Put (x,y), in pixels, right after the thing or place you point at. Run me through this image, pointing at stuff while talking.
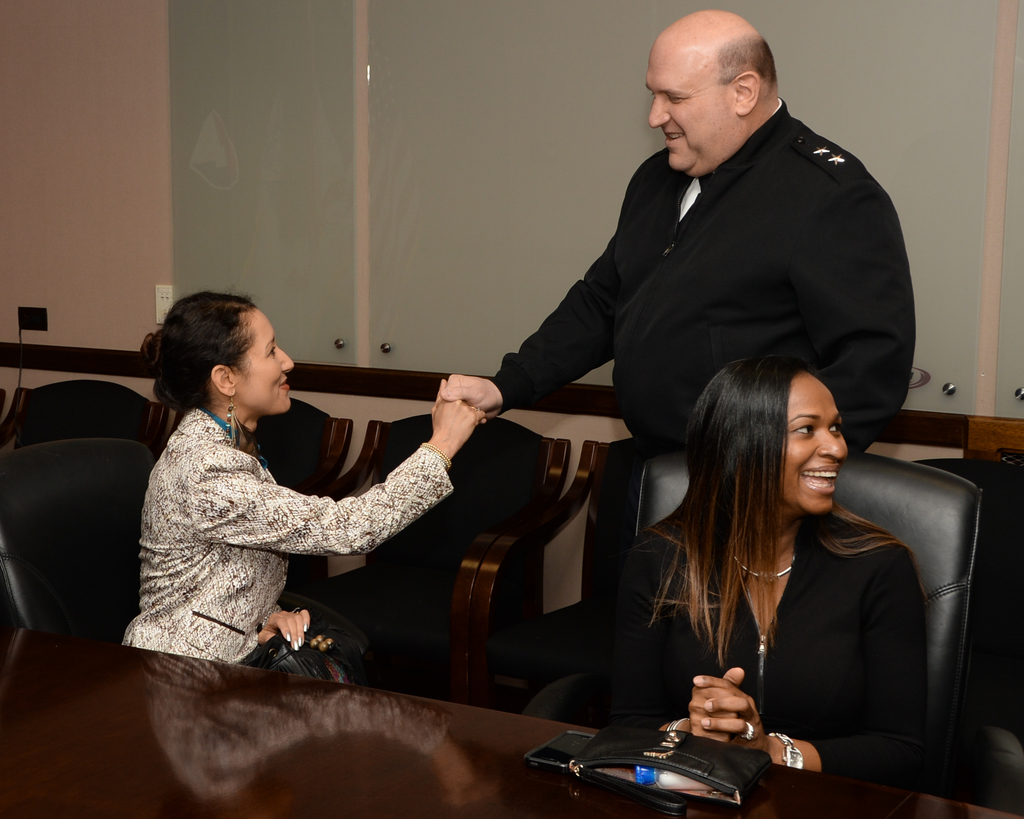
In this there are two women (711,649) sitting on the chair (42,486). In front of them there is a table (432,738). On top of the table (523,767) there is a purse (613,761). Behind the chair (565,714) there is a person (616,259) standing and he was smiling. At the back side (259,177) there is a wall (155,195).
